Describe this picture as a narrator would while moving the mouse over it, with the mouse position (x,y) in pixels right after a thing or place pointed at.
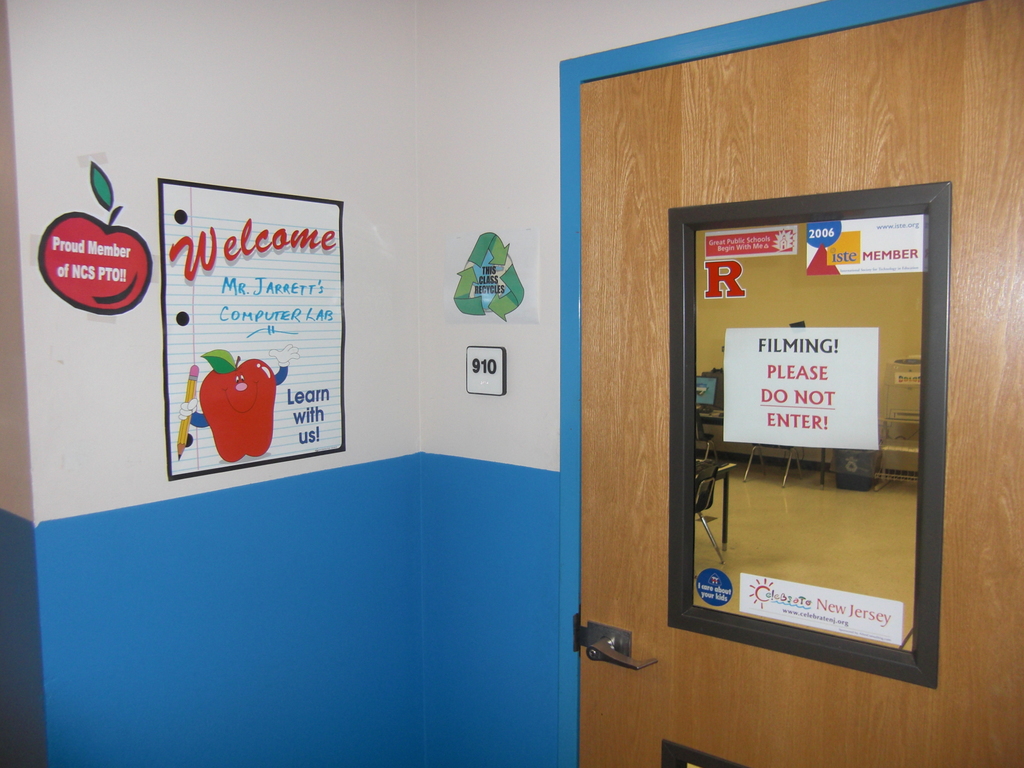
In this image I can see the wall (289,591) which is white and blue in color, few posters (120,300) attached to the wall (472,340) and the brown colored door (815,639). I can see few papers (762,345) attached to the door (760,116) and through the door (726,104) I can see the floor (804,536), few chairs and the wall (847,316).
